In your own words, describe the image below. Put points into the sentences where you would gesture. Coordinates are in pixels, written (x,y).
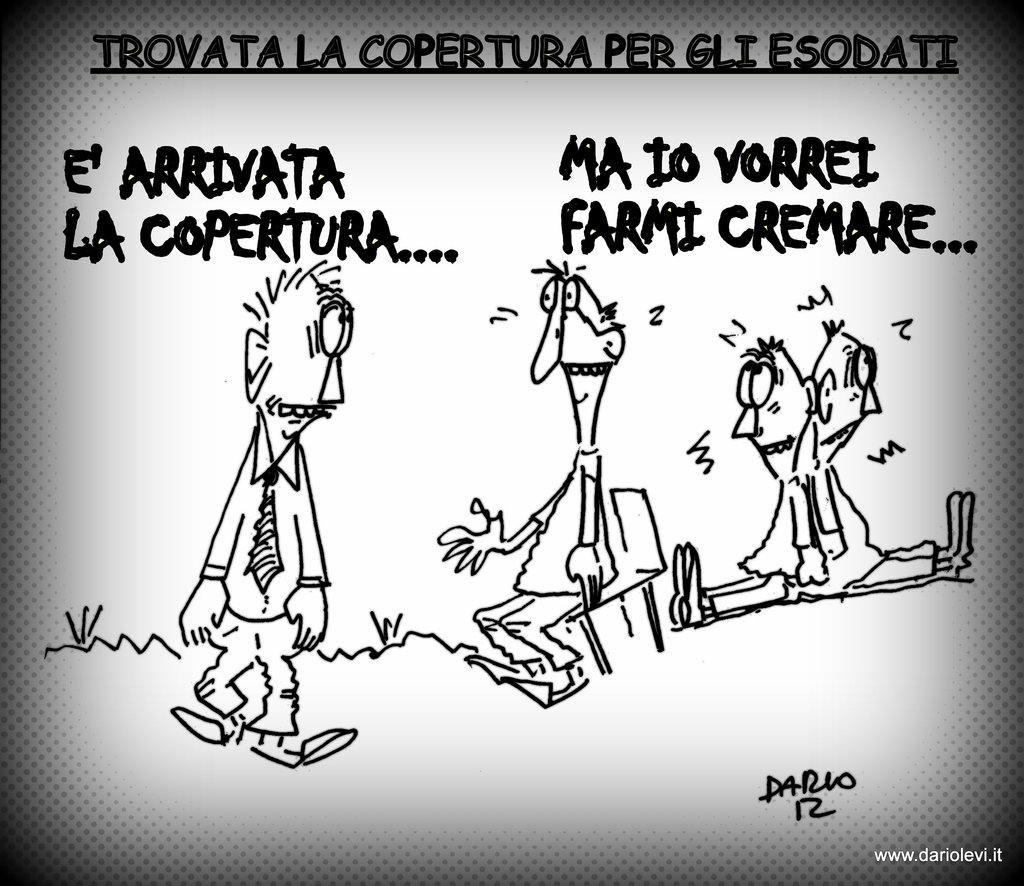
This is an animated image, where there are four people (764,450), a person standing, a person (560,563) sitting on the chair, there are some words (763,215) and a watermark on the image.
